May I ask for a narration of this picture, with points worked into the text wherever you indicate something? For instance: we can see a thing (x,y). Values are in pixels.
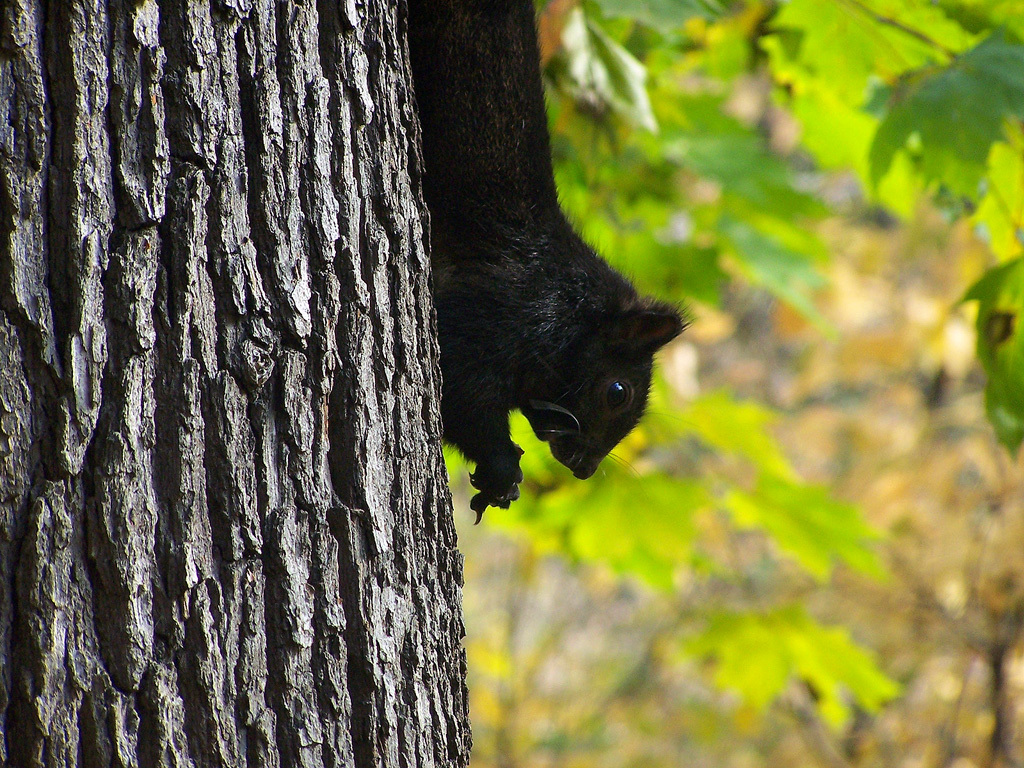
This picture is clicked outside. In the center (605,289) there is a black color animal (528,308) seems to be a squirrel (473,259) on the trunk (117,233) of a tree (204,468). In the background (952,137) we can see the leaves (774,290) and some other items (988,565).
